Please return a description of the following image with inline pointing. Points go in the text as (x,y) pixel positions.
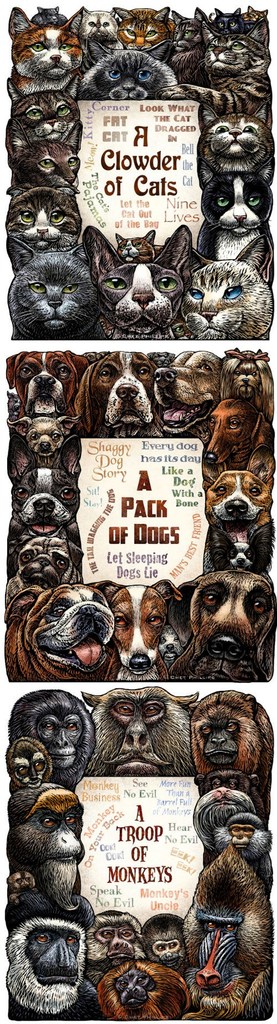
This looks like an edited image. I can see the faces (50,310) of different animals (199,406). I think these are the papers (129,208) with the letters (134,853) on it.
